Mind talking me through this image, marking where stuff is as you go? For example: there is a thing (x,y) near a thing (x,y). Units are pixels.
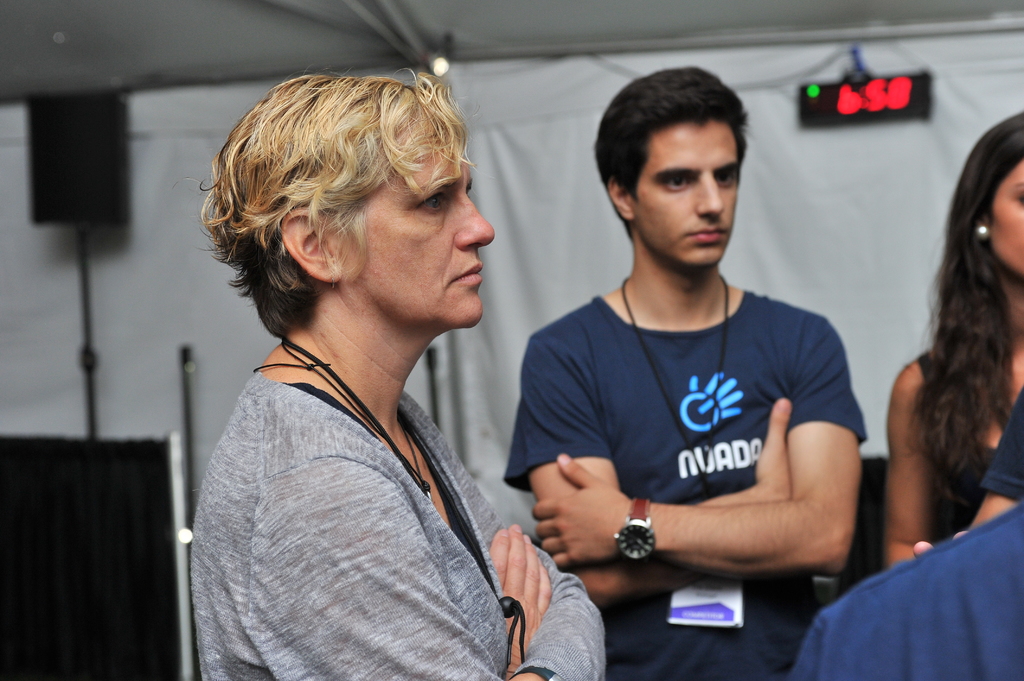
In this image I can see a woman (348,512) wearing grey dress (347,542) is standing and a man (619,426) wearing blue t shirt (613,425), watch (627,522) and badge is standing. To the right side of the image (1012,595) I can see two other persons (988,524) and in the background (488,25) I can see a white colored tent (518,40), a clock (818,91), a speaker (87,183) and a black colored curtain (78,544).
